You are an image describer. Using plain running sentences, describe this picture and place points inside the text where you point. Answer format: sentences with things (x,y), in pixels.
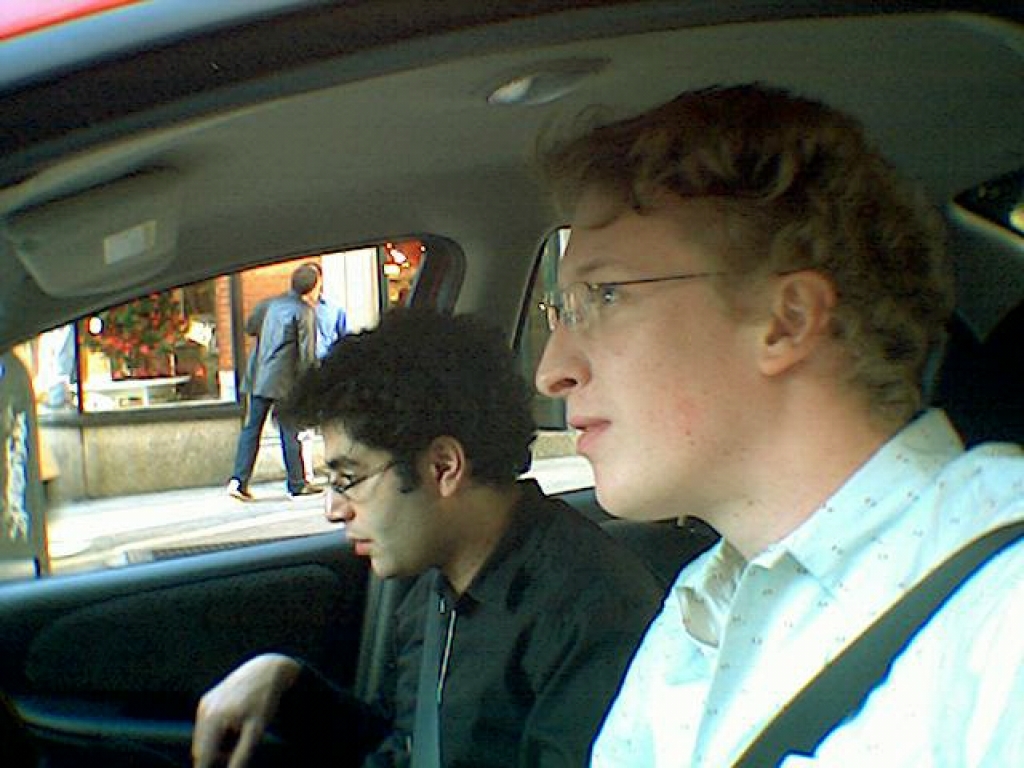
There are four persons (386,574) in this picture, two persons (383,552) sitting in the car (307,545) and two persons (307,282) are outside the car (323,542), there is a building (169,365) here.
